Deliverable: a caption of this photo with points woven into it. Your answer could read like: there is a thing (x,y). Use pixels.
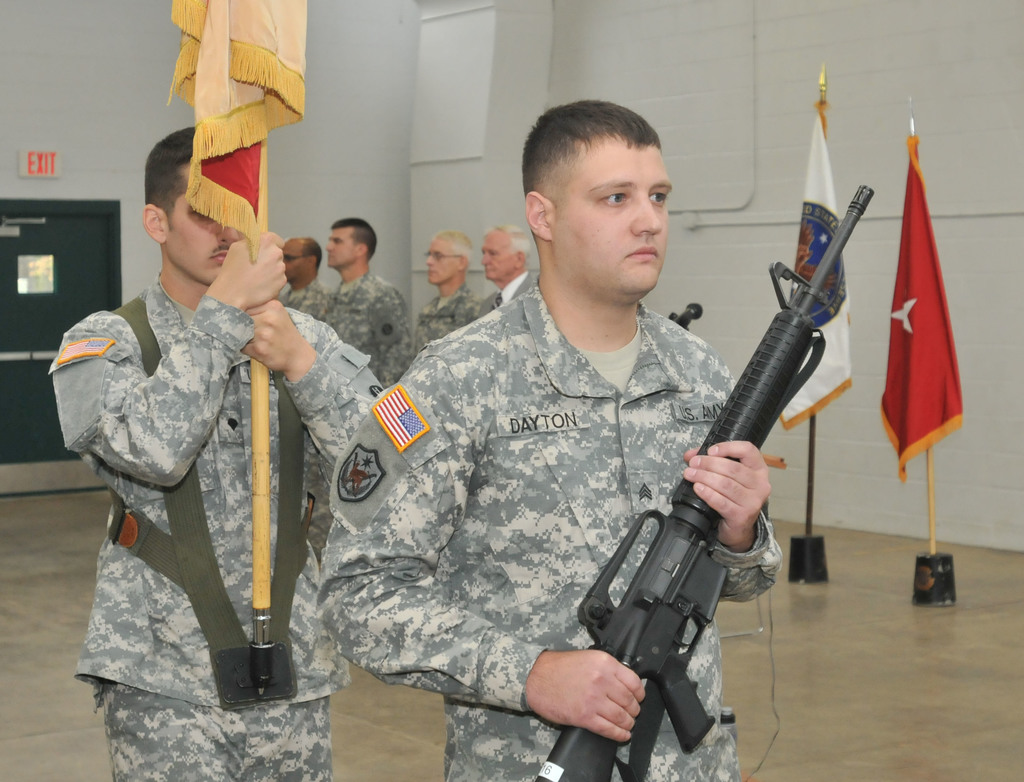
In the center of the image (615,361) a man (624,295) is standing and holding a gun (680,485), beside him another man (232,360) is standing and holding a flag (233,221). In the background of the image (327,307) we can see some persons (435,243), flags (953,384), poles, mic (690,309), door (111,254), sign board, wall (17,148). At the bottom of the image (818,687) we can see wire (775,673), floor (890,674).
